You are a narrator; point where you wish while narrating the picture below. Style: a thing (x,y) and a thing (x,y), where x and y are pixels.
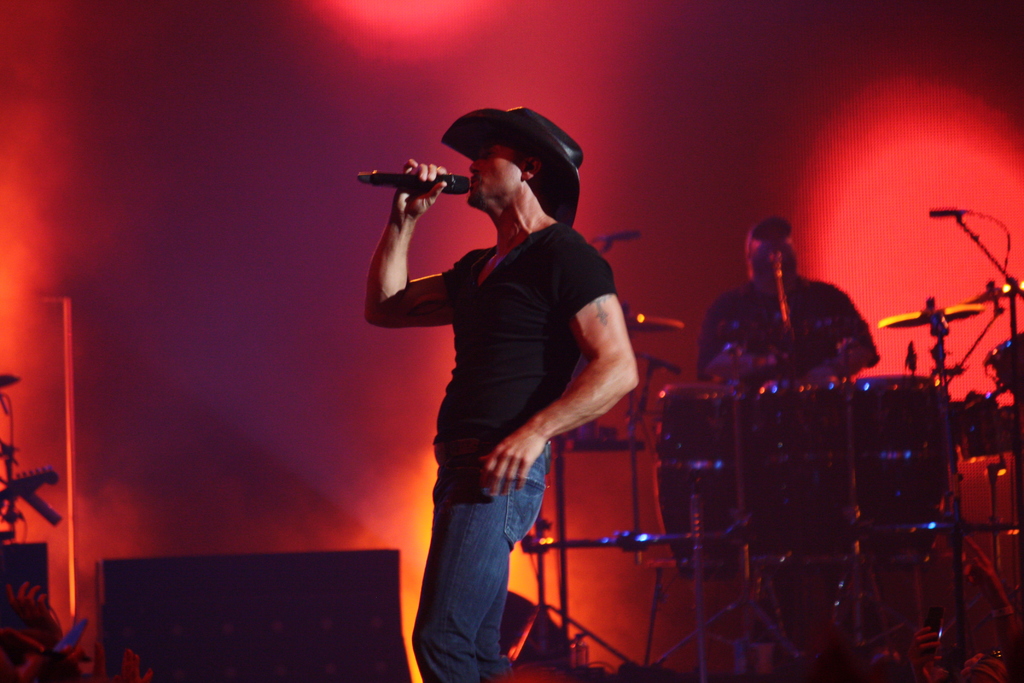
In the image we can see there is a man (498,358) who is standing and he is holding mic (375,182) in his hand (431,199) and at the back (736,340) there is another man (833,313) who is playing drums (782,469).
